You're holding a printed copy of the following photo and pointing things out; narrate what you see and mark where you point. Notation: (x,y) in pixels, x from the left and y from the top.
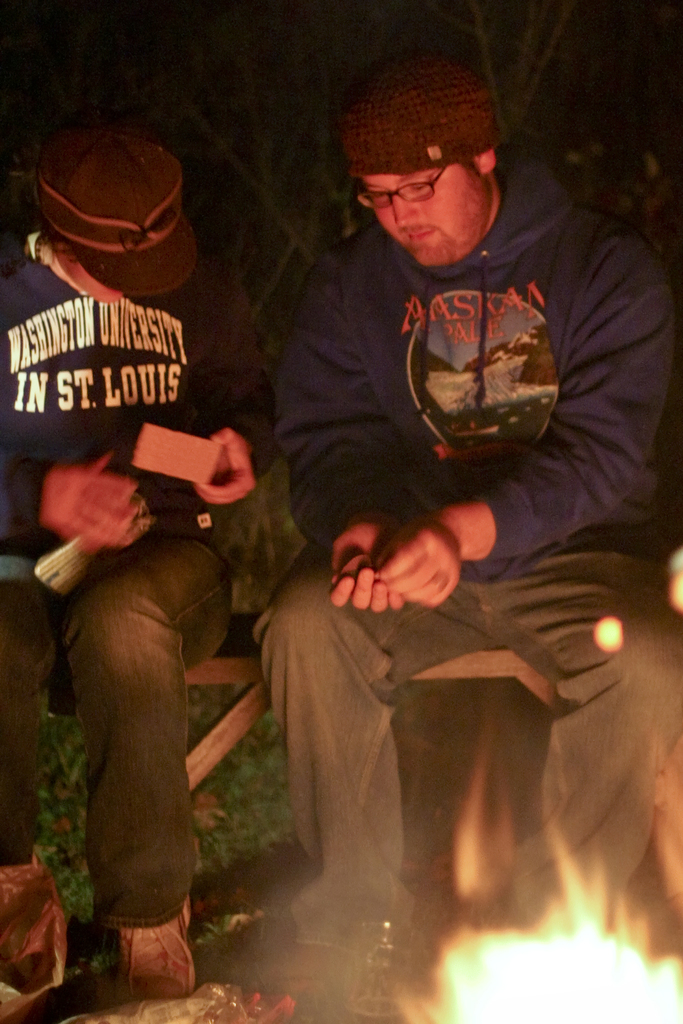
In this image, we can see two people (403,632) sitting on a bench (437,671) and holding some objects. At the bottom (486,944), we can see covers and fire (534,986). Background (680,174) we can see grass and trees (617,145). Here we can see a dark view.
